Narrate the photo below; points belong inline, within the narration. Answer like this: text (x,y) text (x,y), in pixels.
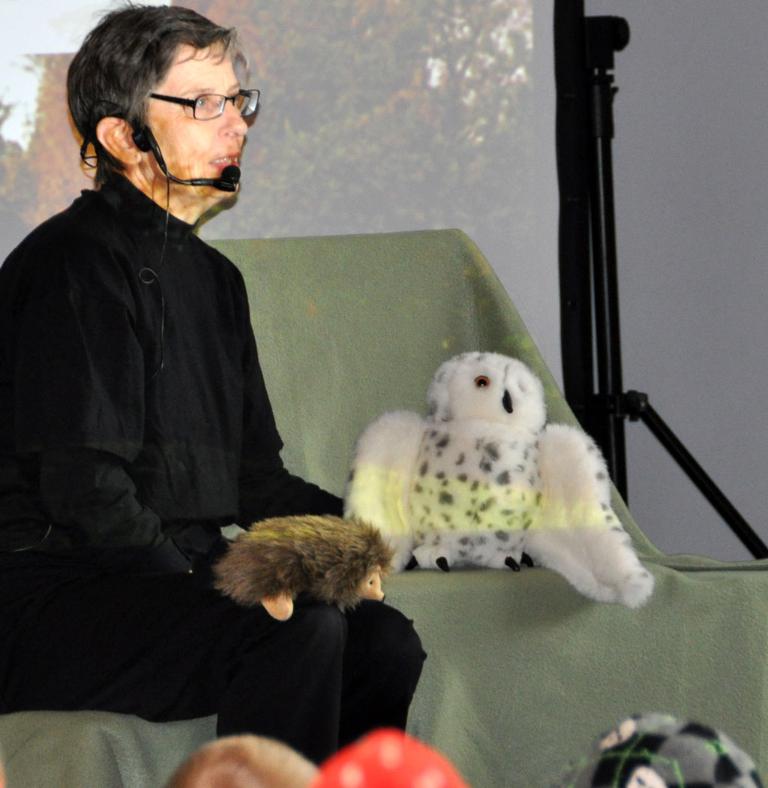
In this picture we can see a person (128,258) with the microphone (151,149) and the person (172,500) is sitting on an object (86,722). On the right side of the person (137,266) there are toys (254,536) and a stand (603,214). Behind the person (150,189), it looks like a screen (361,117).
